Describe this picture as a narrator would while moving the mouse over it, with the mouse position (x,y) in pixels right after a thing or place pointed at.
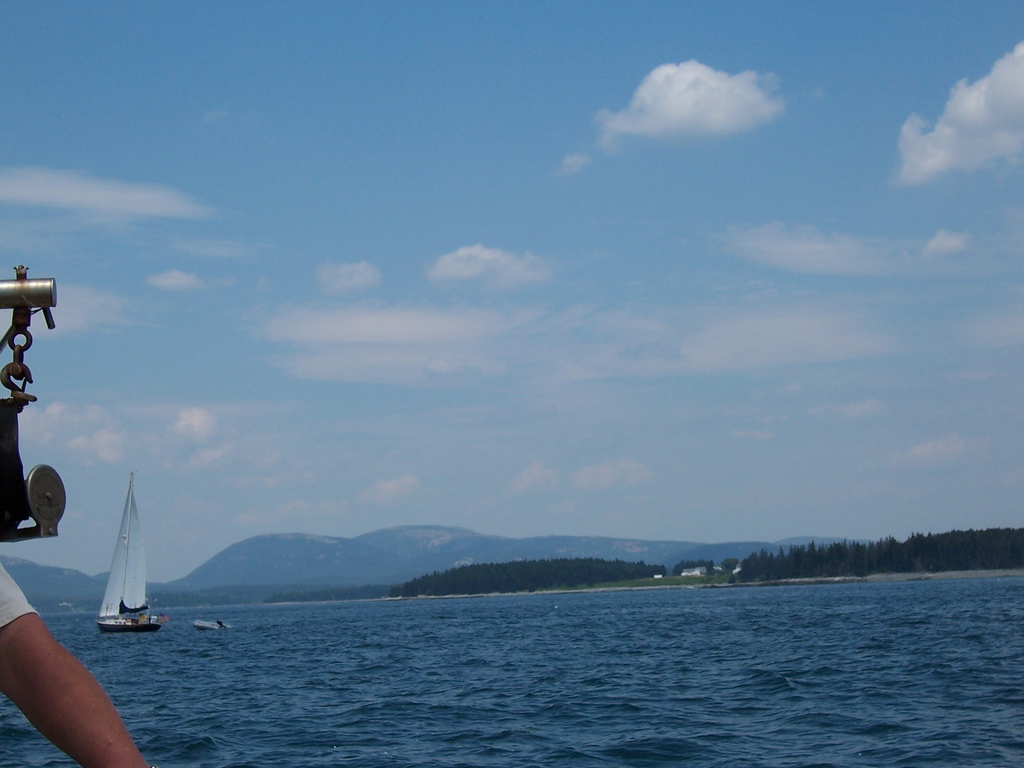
On the left side of the image (33,666) we can see hand (24,643) of a person (32,678) and few metal rods (10,298), in the background (34,587) we can see few trees (918,567), clouds (563,315), hills (246,577) and a boat (133,494) on the water (624,630).
